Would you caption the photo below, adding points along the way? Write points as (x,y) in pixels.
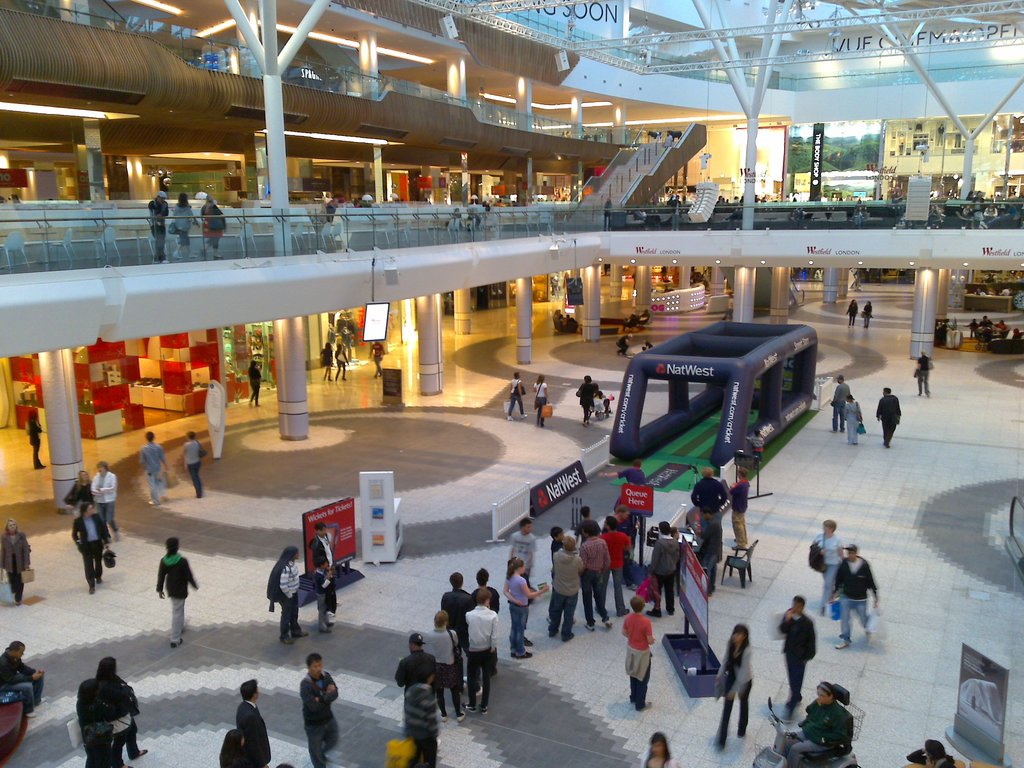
In this picture there are few persons (570,577) standing and there are few stores (315,357) around them and there are two floors (257,253) which has few people (667,204) and stores (339,180) above them.
